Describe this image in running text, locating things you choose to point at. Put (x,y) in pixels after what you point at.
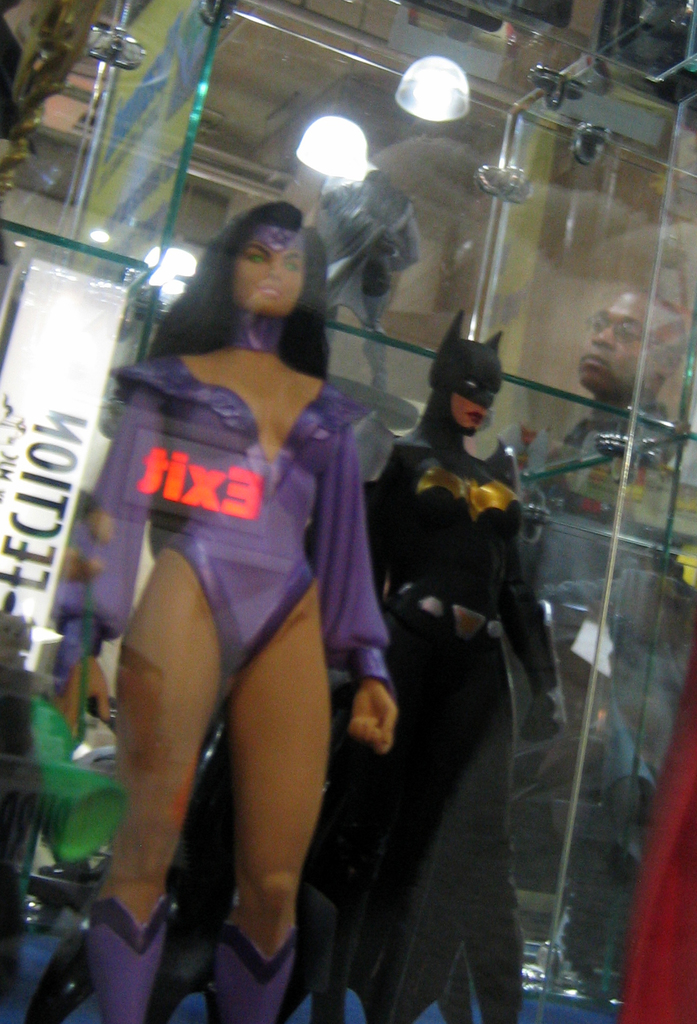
These are the two different toys (366,566) in the glass (453,250), at the top (416,105) there is a light (418,105). On the right side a man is looking into this.
